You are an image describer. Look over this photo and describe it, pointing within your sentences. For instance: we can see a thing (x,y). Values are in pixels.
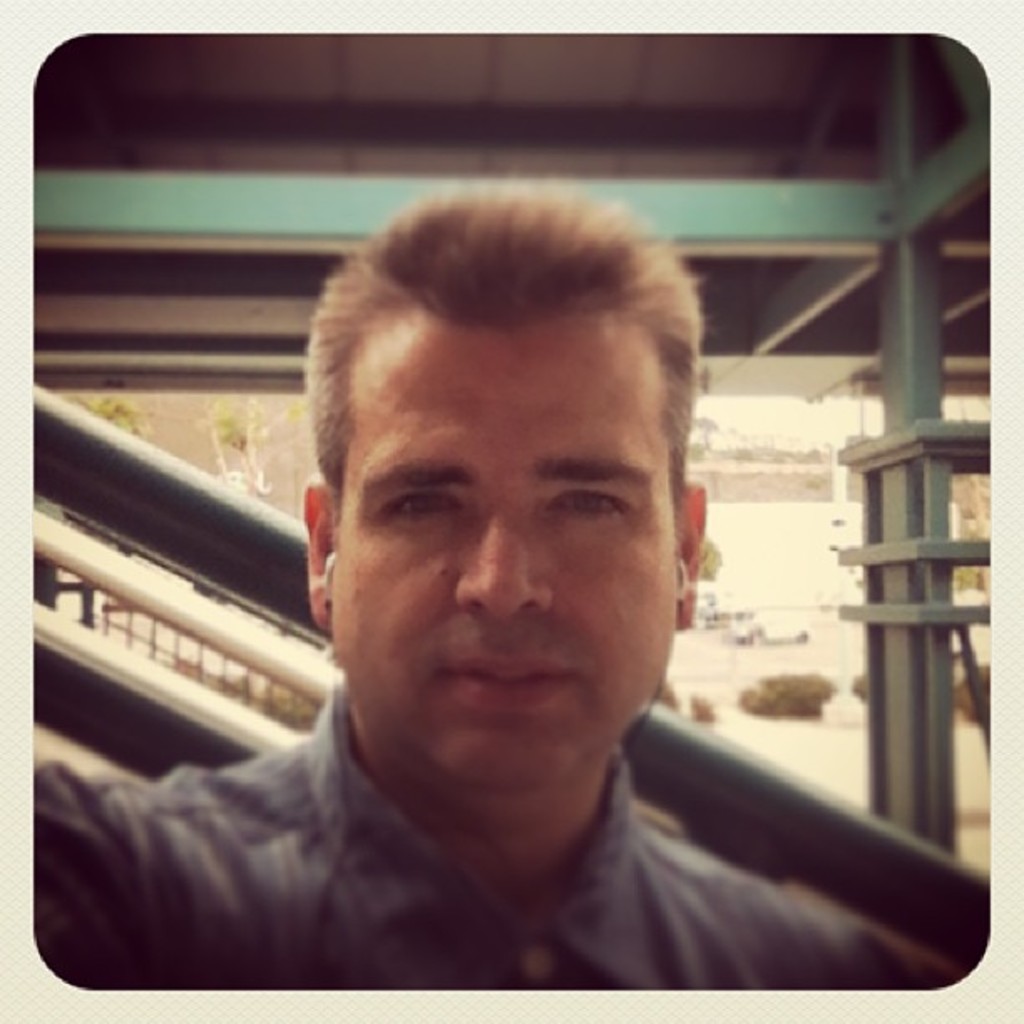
In this picture we can see a man (350,521) and at the back of him we can see plants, rods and some objects (960,427) and in the background (797,414) we can see the sky (783,417).
